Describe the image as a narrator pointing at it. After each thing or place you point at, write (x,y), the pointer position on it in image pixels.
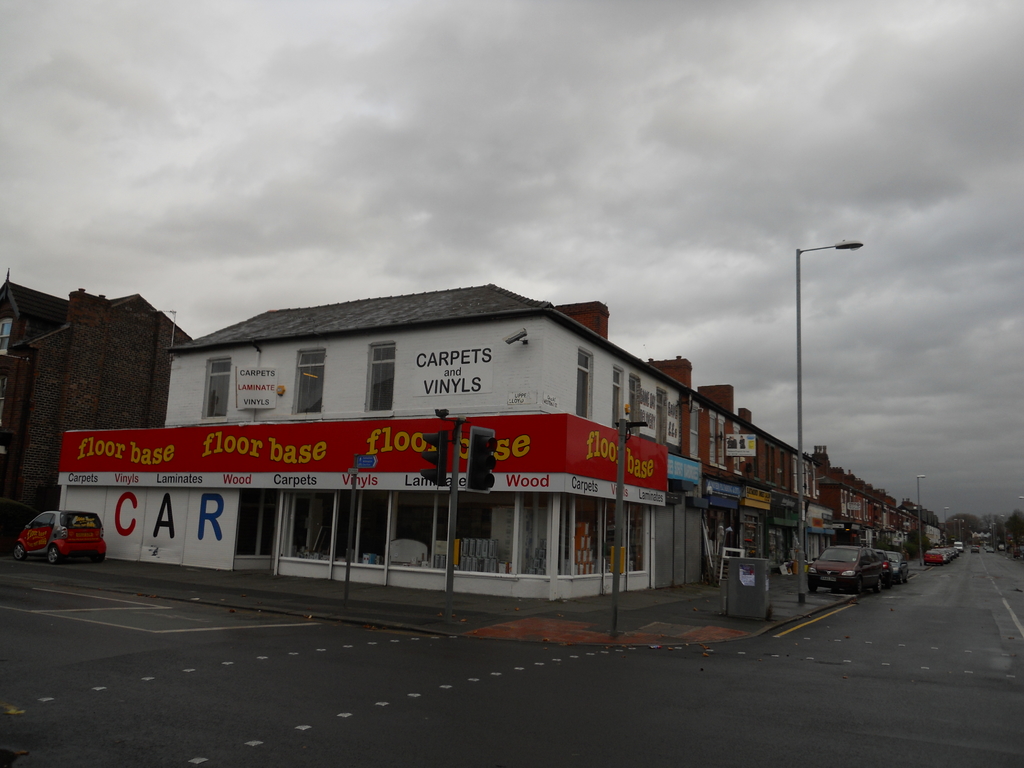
There is a road (816,684). There are cars (931,554), traffic signals (481,468), poles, buildings (736,529) and trees (972,532) at the back (944,531).
